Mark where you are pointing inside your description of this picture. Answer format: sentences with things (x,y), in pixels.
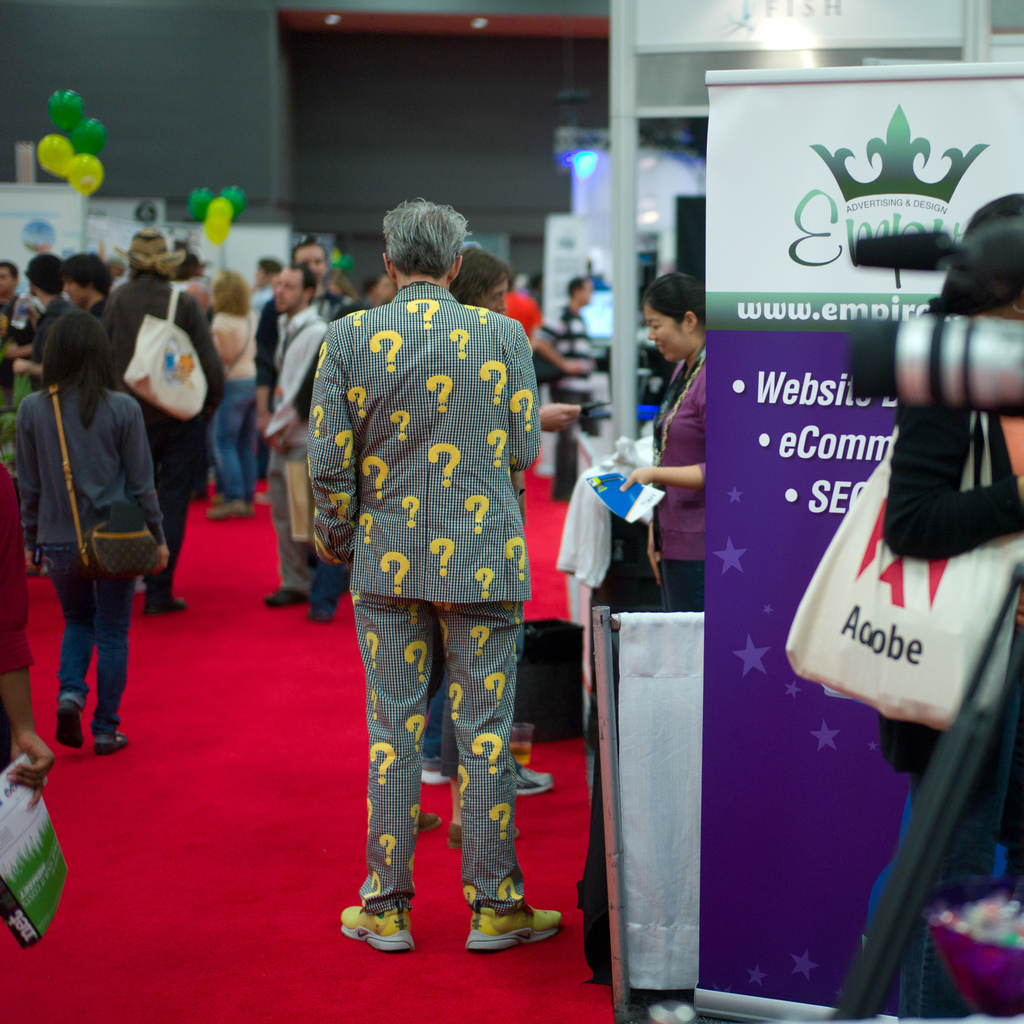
This picture seems to be clicked inside the hall (152,43). In the right corner (906,214) we can see the text (829,312) and some pictures (913,195) on the banner (804,353) and we can see the group of people (30,770), sling bags (162,325) and many other objects (639,377). On the right (699,373) we can see a person (658,530) holding some objects (623,492) and standing on the ground (573,904). In the background (178,45) we can see the wall (214,168), balloons (217,212), lights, text (802,227) on the banners (847,24) and many other objects (525,690).
